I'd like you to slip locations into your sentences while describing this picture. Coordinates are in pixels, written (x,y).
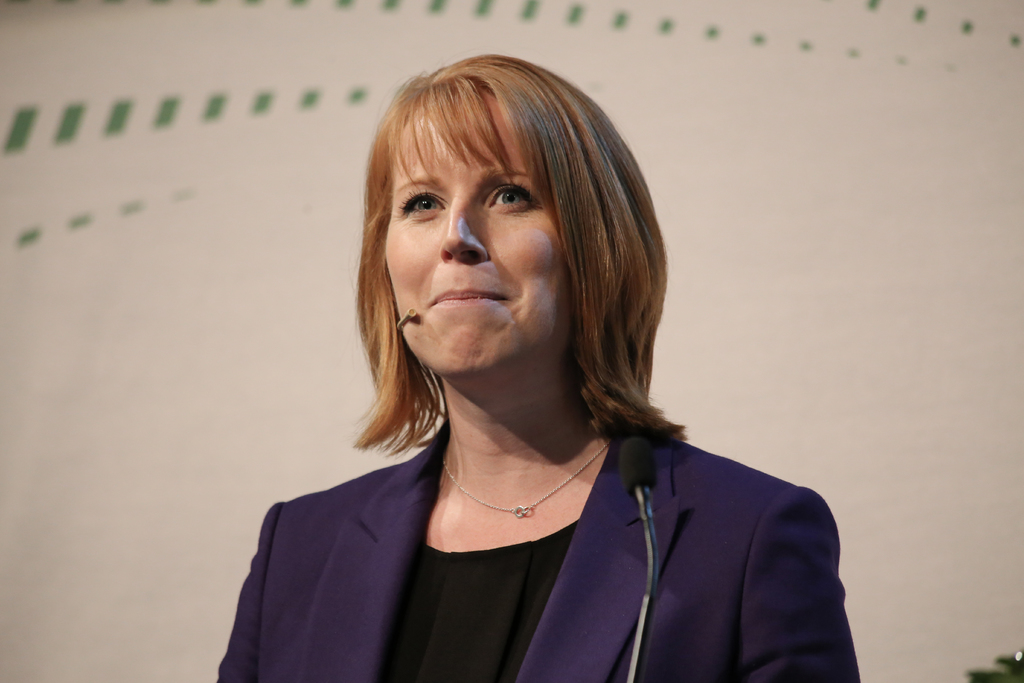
In this image I can see a woman (496,285) wearing black colored dress (452,612) and purple colored blazer (663,584) and I can see a microphone (643,439) in front of her. I can see the cream and green colored background (714,210).
